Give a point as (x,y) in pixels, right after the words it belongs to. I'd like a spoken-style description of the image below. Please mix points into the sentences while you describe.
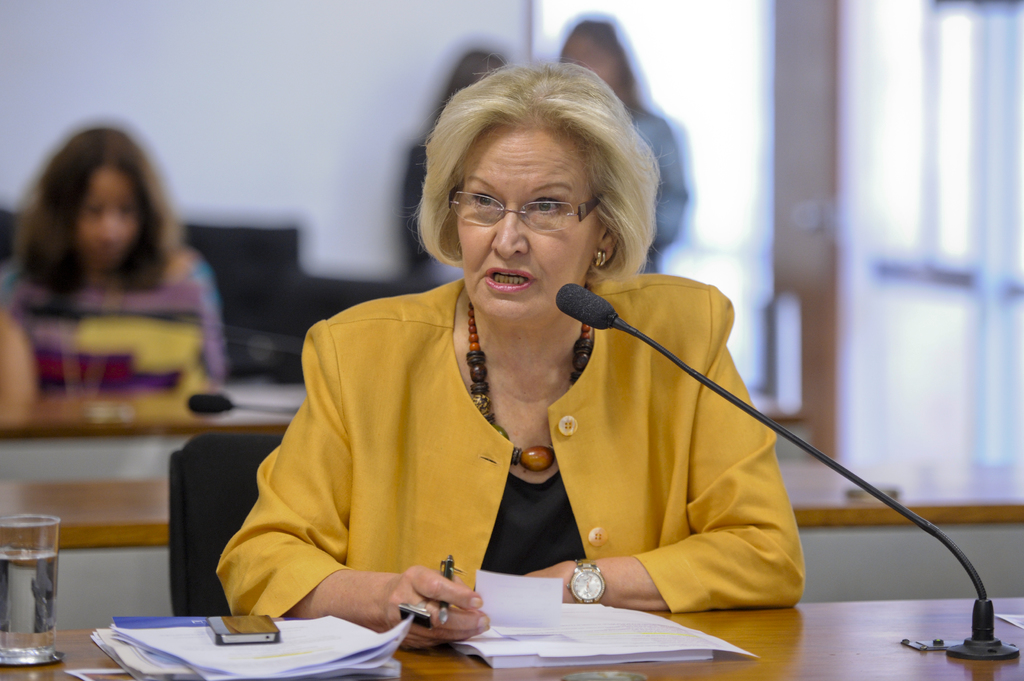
In this image, we can see four persons (415,177). The person (577,359) who is in the middle of the image (658,409) sitting on chair (251,497) in front of the table (770,626). This table (758,623) contains papers (548,651), glass (41,590) and mic (591,290). There is an another table (78,509) behind her. In the background (82,495), image is blurred.
